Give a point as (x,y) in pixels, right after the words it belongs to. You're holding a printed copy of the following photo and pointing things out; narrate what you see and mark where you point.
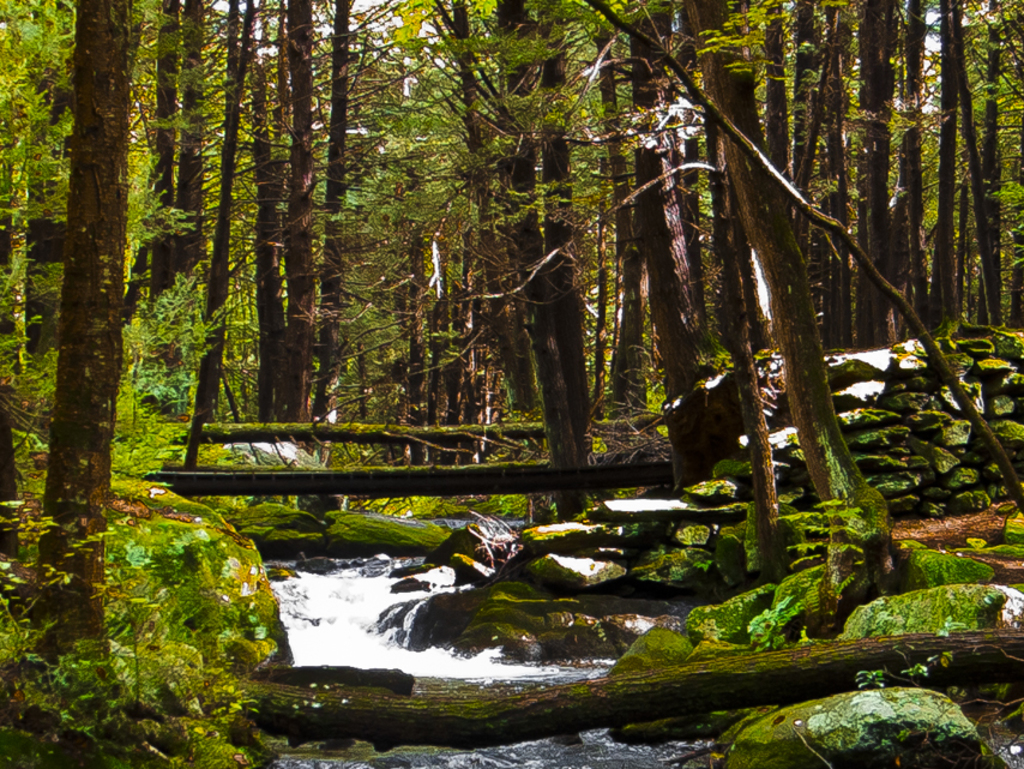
In this image we can see many trees (368,239). There are few plants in the image. We can see the algae (644,647) on the rock (650,622). There is a water (570,668) in the image.
